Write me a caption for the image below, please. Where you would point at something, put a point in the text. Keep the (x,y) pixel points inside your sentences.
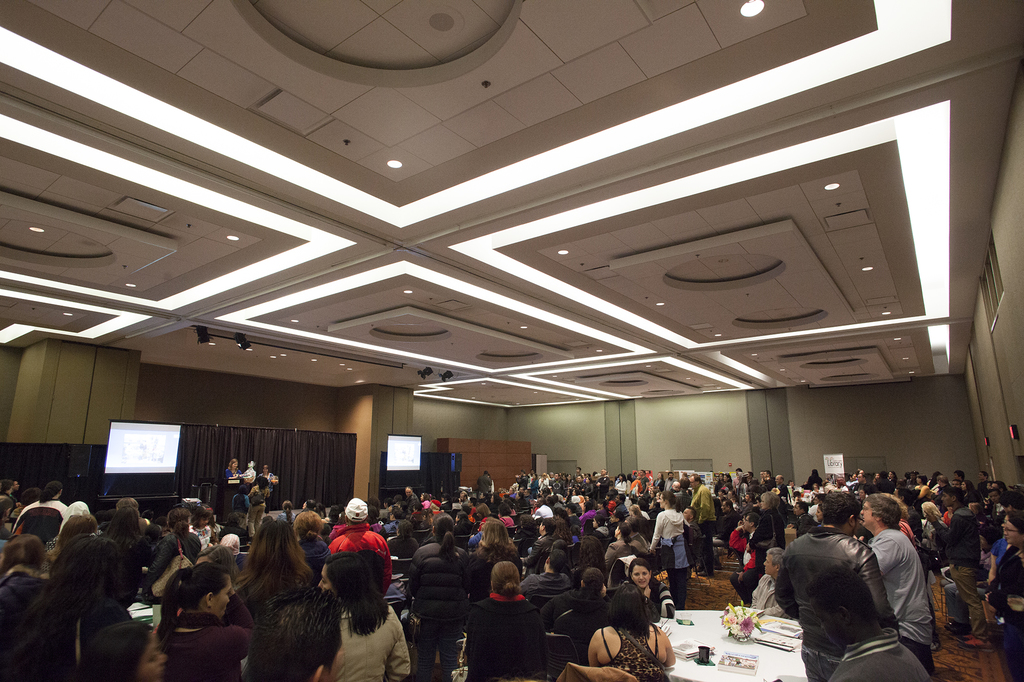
In this image people (228,678) are standing on the floor (703,577). At the right side of the image (700,628) there is a table (708,616) and on top of the table (773,649) there is a bouquet (751,621), papers (756,639) and few other objects (702,663). At the left side of the image (340,463) there are two televisions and we can see black curtains (303,446). At the left side of the image (265,465) there is a stage (274,517) and people (236,469) are talking in the mike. On top of the roof (461,148) there is a fall ceiling lights (447,192).
